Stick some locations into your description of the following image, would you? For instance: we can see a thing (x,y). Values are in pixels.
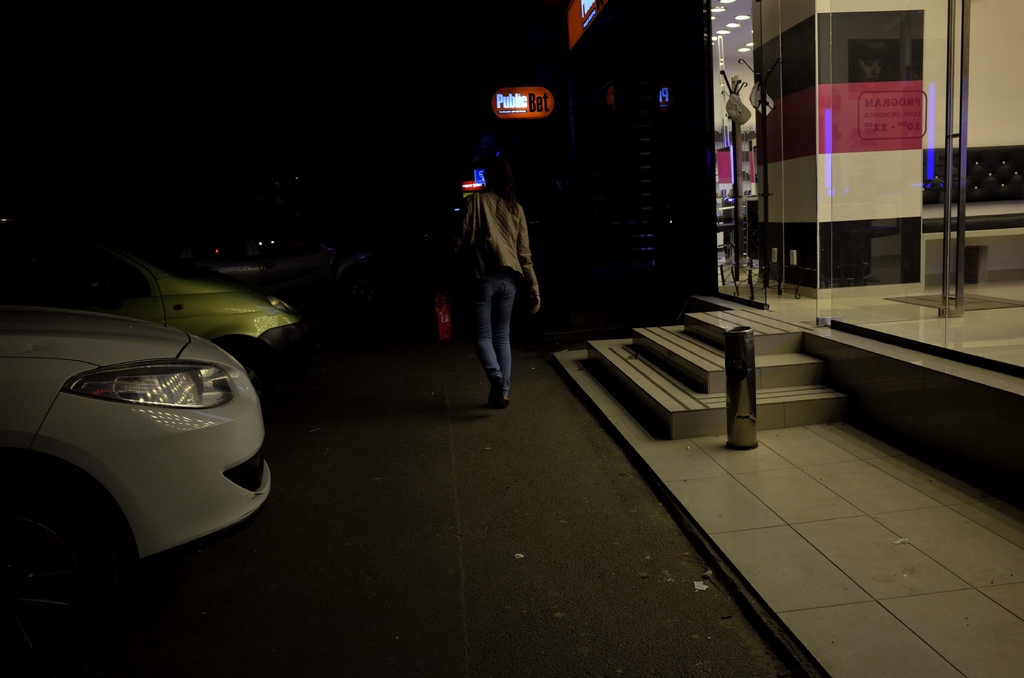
In this image we can see a person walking on the road (336,483) and there are vehicles (242,312). Here we can see boards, lights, ceiling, glass door (880,112), pillar (904,218), and few objects (1010,151).
